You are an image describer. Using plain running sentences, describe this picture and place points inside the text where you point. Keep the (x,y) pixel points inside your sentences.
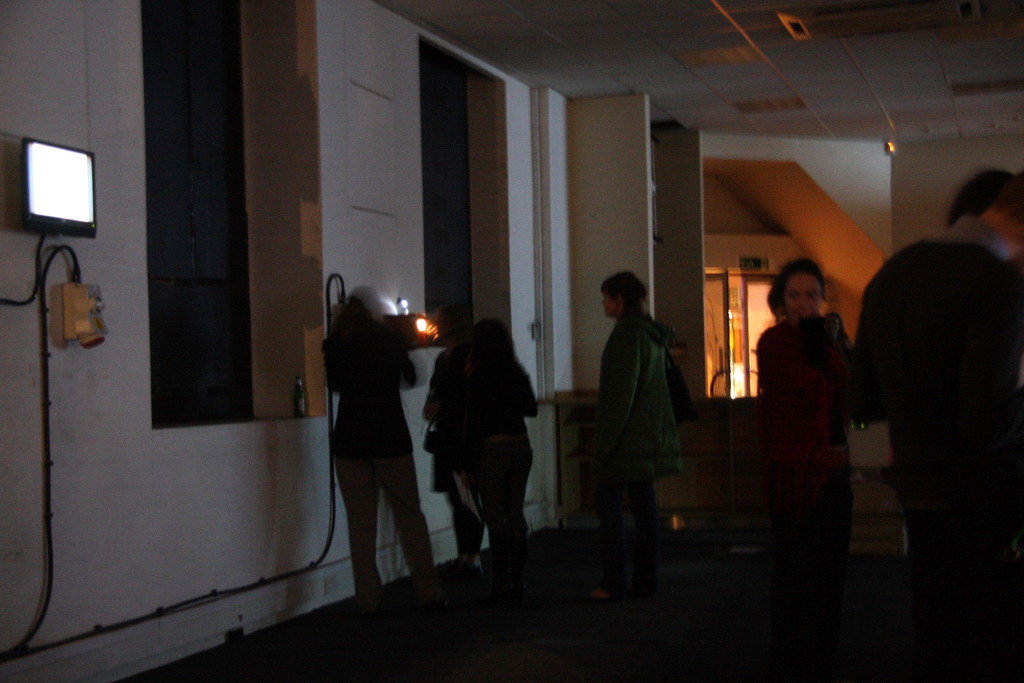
In this image we can see six people (531,407) are standing in a room (407,607). The wall (381,204) and the roof (800,79) of the room (829,73) is in white color. One monitor (78,168) is attached to the wall (10,230) on the left side of the image (67,183). In the middle of the image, one door (713,317) is there.
